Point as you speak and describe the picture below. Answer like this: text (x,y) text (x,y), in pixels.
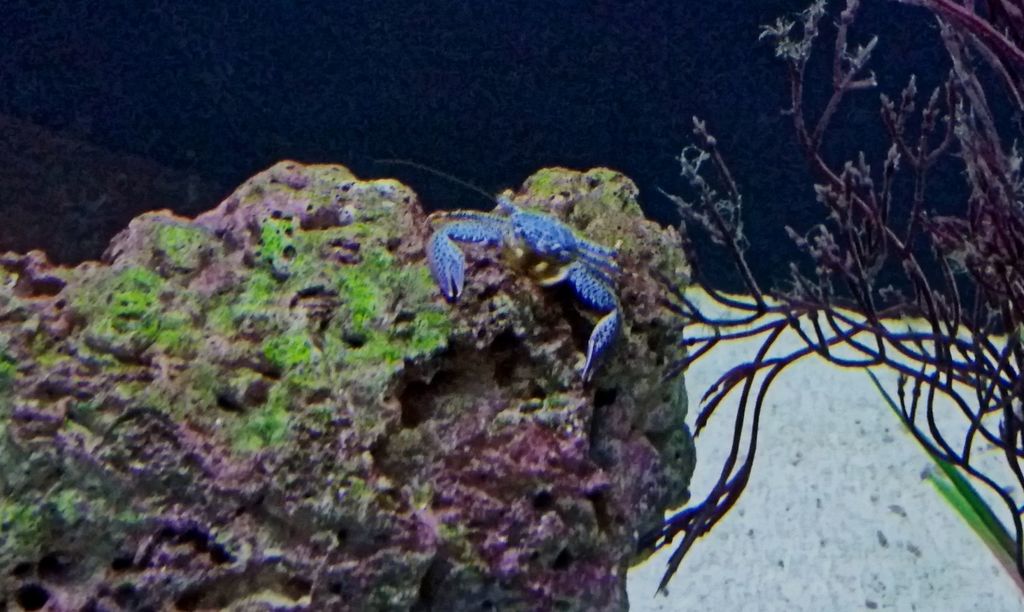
In the center of the image (493,365) we can see one stone (628,474). On the stone (663,397), we can see one crab (519,263), which is in dark blue color. In the background (1003,276) we can see one plant (953,279) and a few other objects (42,152).
